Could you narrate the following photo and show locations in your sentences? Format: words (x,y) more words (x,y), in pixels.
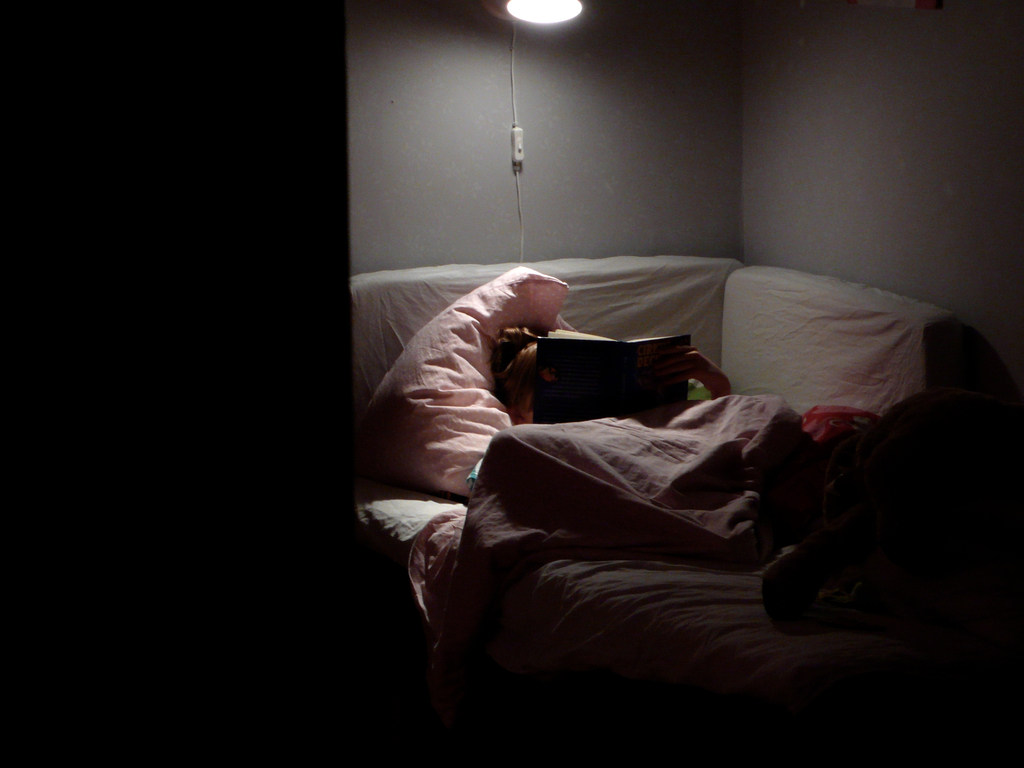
There is one person (611,428) lying on the bed (627,448) and holding a book (644,400) in the middle of this image (619,398). There is a pillow (431,356) and the bed (803,394) is covered with a white color cloth (423,510). There is a wall (682,182) in the background (762,184). There is a light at the top of this image (516,20).
